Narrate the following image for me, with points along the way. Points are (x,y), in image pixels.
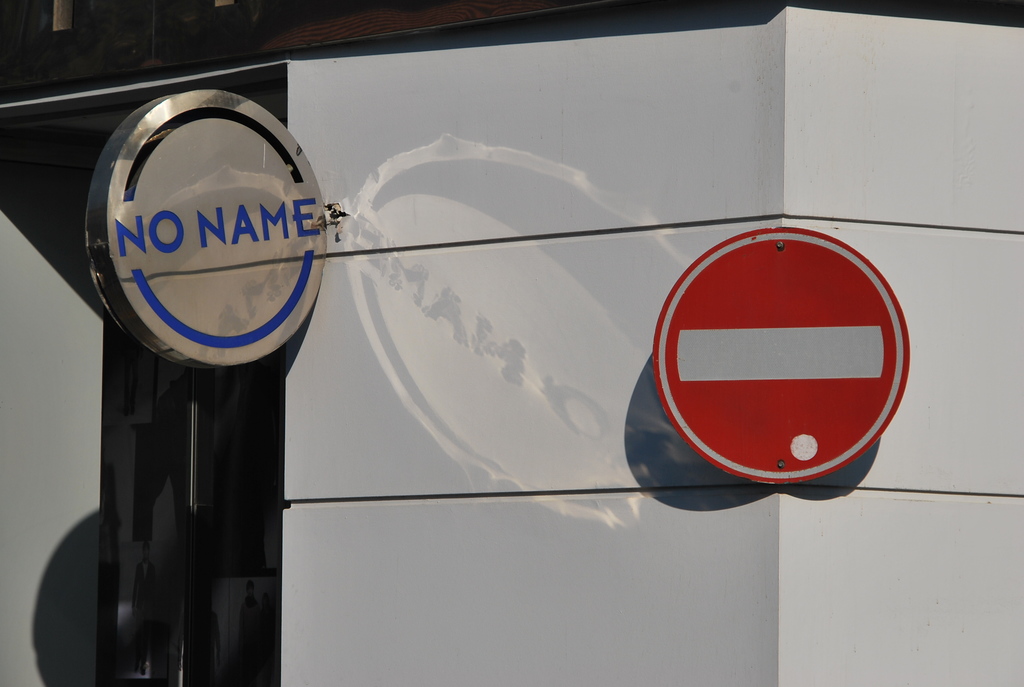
In this picture we can see few sign boards (200,158) on the wall (468,393).
